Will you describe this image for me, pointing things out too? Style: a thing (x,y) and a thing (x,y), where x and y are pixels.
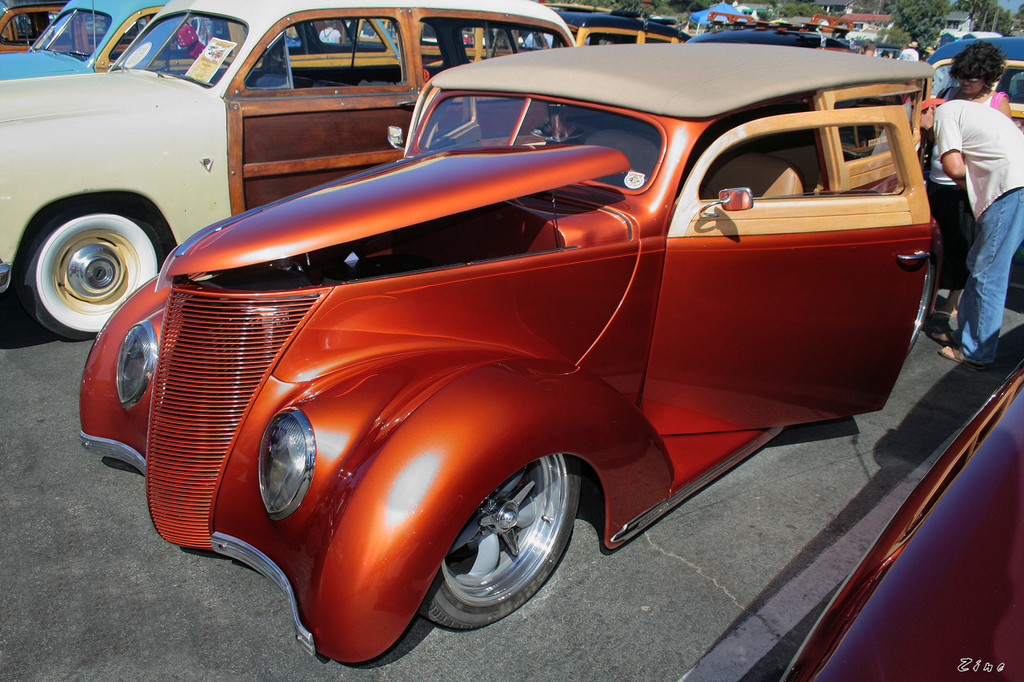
In this picture we can see some people (902,53), vehicles (637,148) on the road (549,668) and in the background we can see tents (708,22), trees (769,6).
